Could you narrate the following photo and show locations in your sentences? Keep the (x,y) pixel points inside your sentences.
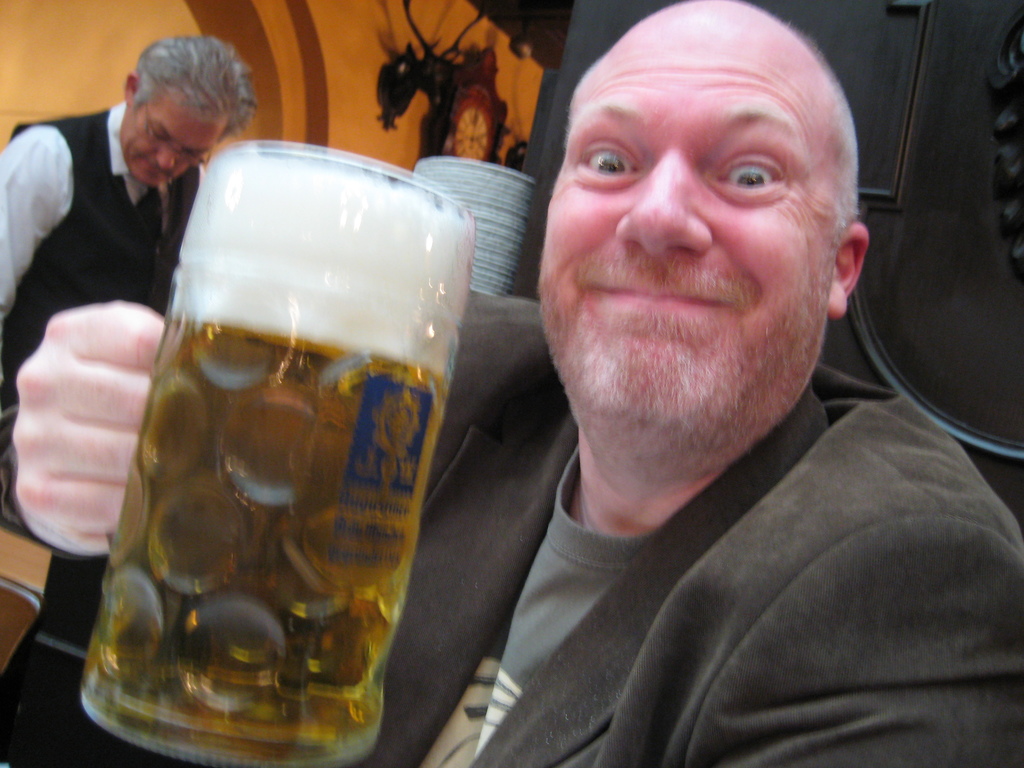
In this image there is a person (511,318) holding a glass (416,451) of beer (254,451) in his hand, behind the person (543,402) there is a bartender (131,255), in front of him there are plates (505,206), in the background of the image (468,100) there is the wall clock (456,97).
